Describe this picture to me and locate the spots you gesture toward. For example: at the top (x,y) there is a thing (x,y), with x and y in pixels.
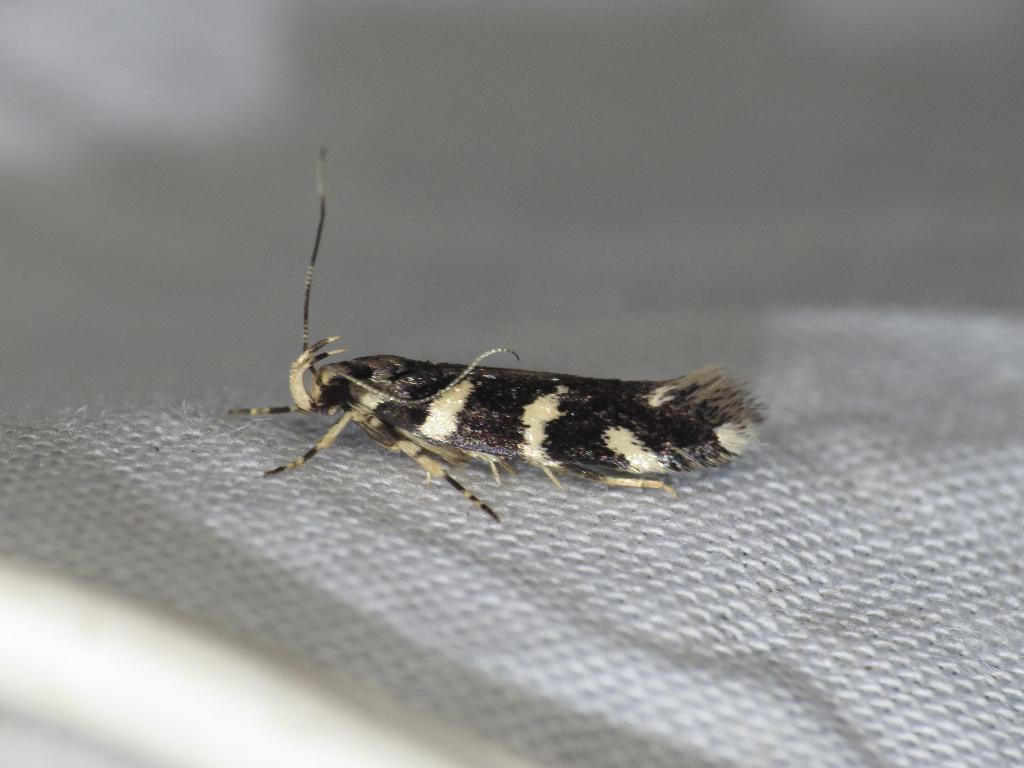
In this image, I see an insect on a cloth (658,760).
